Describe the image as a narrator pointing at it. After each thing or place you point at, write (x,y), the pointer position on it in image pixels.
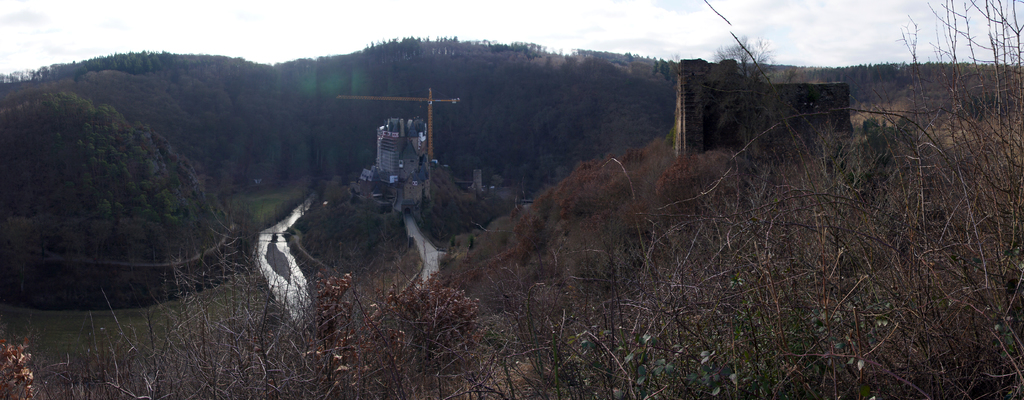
On the right side (943,270), there are trees (940,193) and a building (736,84) on a mountain (747,263). In the middle of this image (423,176), there are buildings (411,119), a road (432,259) and there are trees (339,211) on a mountain (430,195). Beside this mountain (333,214), there is water (281,256). On the left side (94,132), there are mountains (132,75). In the background (343,72), there are mountains (332,72) and there are clouds (182,20) in the sky (87,17).
